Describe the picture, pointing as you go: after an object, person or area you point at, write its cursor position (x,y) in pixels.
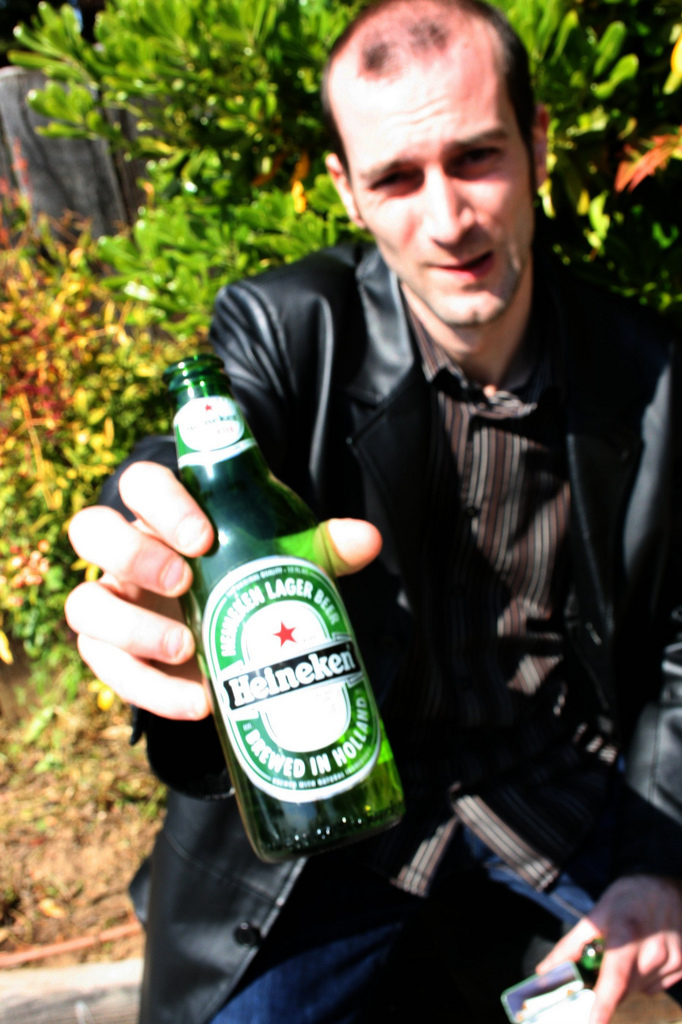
As we can see in the image, there is a man (522,541) holding green color bottle (331,579), in the background (314,128) there are trees (191,140).
